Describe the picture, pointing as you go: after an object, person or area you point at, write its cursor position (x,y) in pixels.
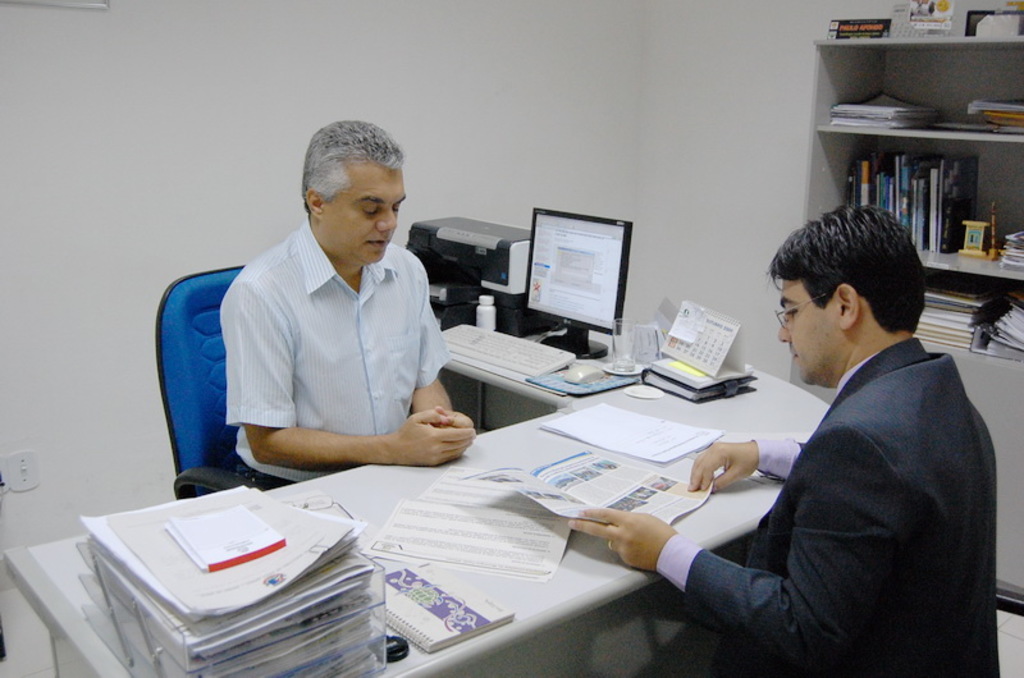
In this image we can see two persons (342,369) sitting on the chairs (182,342) in a room (181,328), there are papers (619,468), books (677,382), a system (566,267), keyboard (492,349), mouse (583,371), a glass (624,357) and few other objects (439,248) on the table (386,496) and there are few books (941,165) and objects (905,23) on the shelf (865,58) on the right side (894,195) and a wall (215,166) in the background (202,158).
